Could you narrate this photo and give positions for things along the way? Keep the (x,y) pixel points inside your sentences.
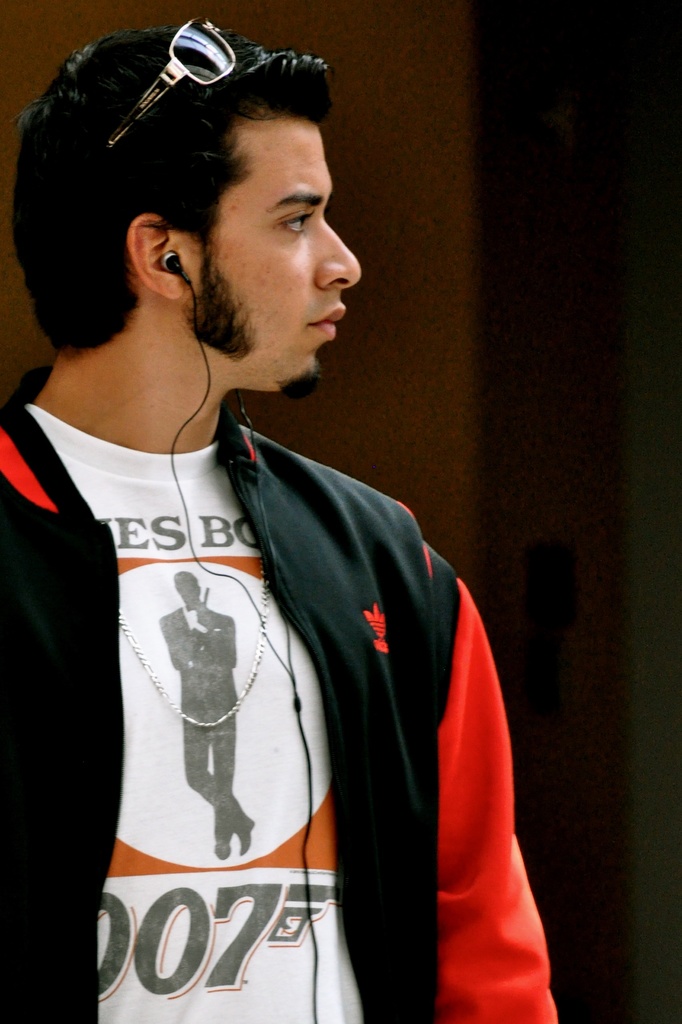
In this image I can see a person (233,734) wearing white, black and red color dress (355,774) is standing. I can see the brown and black colored background (425,314).
